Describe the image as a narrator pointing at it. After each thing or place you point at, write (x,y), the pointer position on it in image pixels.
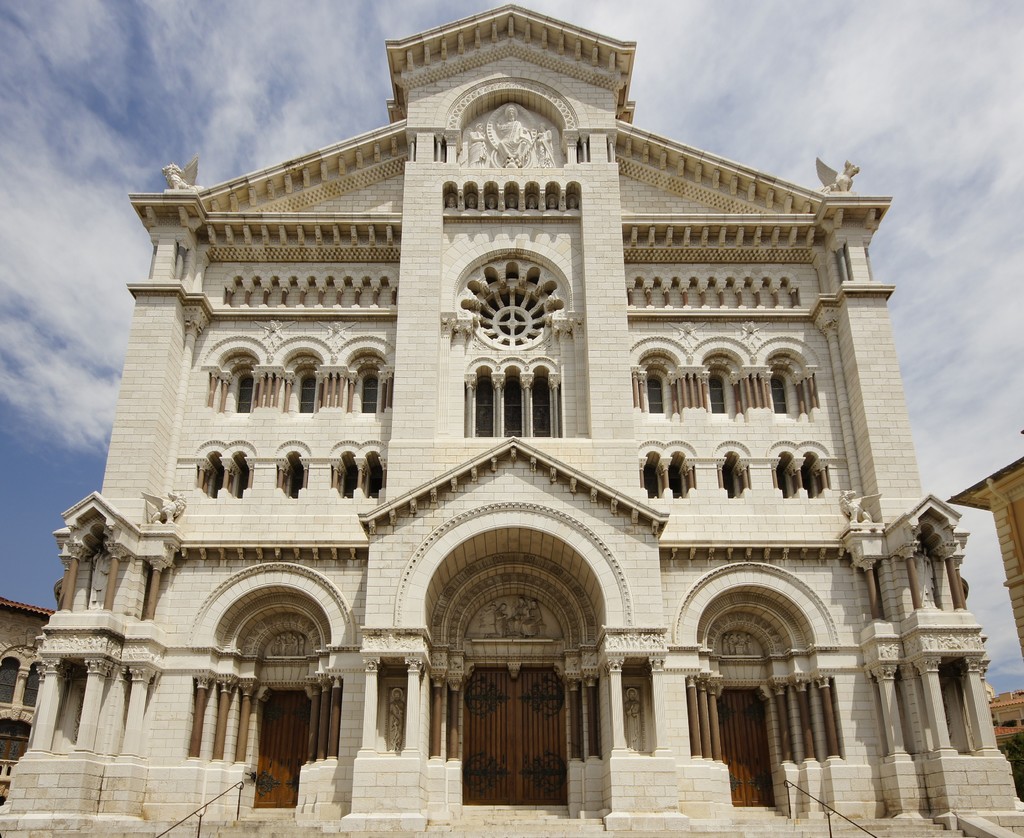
In this picture we can see a white building (461,721). There are a few pillars (143,707), some carvings (396,725), arches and other objects (277,772) are visible on this white building (401,249). We can see a few buildings (49,612) on the right (1019,624) and left side of the image (36,625). Sky (147,55) is blue in color. We can see a few clouds (889,123) in the sky (889,123).
